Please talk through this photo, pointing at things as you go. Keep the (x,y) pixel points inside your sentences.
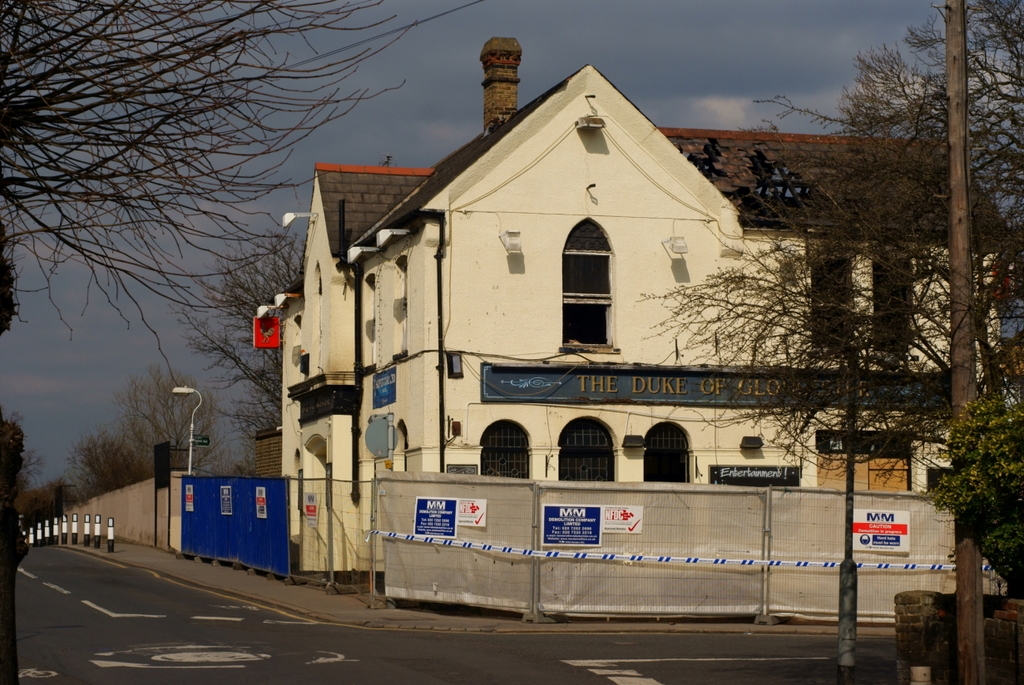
In this image we can see a building (538,258), there are some trees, poles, lights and boards (549,386), also we can see some posters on the wall (205,536), in the background (62,412) we can see the sky (339,86) with clouds (60,429).
